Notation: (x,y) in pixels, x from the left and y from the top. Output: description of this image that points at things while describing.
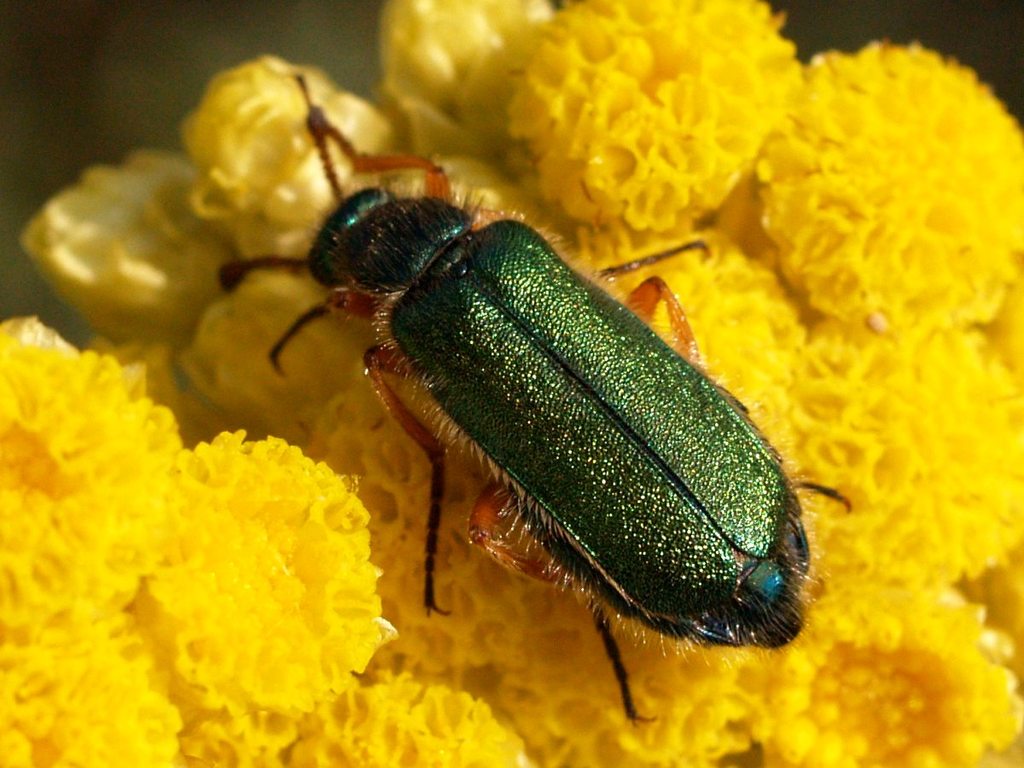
In this image we can see an insect (676,414) on the bunch of flowers (422,529).
